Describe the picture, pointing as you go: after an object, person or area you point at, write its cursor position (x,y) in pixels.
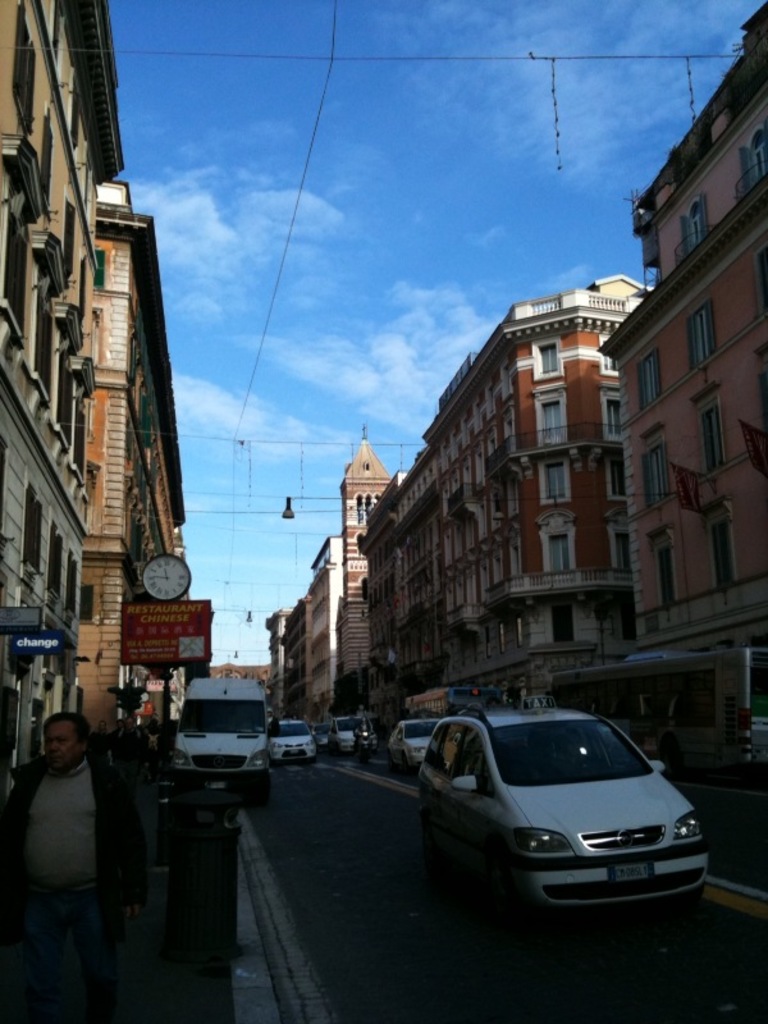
In the bottom left corner of the image (53,971) few persons (53,971) are walking. In the middle of the image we can see some vehicles (742,654) on the road (754,872). Behind the vehicles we can see some buildings (51,408). At the top of the image (610,9) we can see some clouds (711,6) in the sky (140,90).
